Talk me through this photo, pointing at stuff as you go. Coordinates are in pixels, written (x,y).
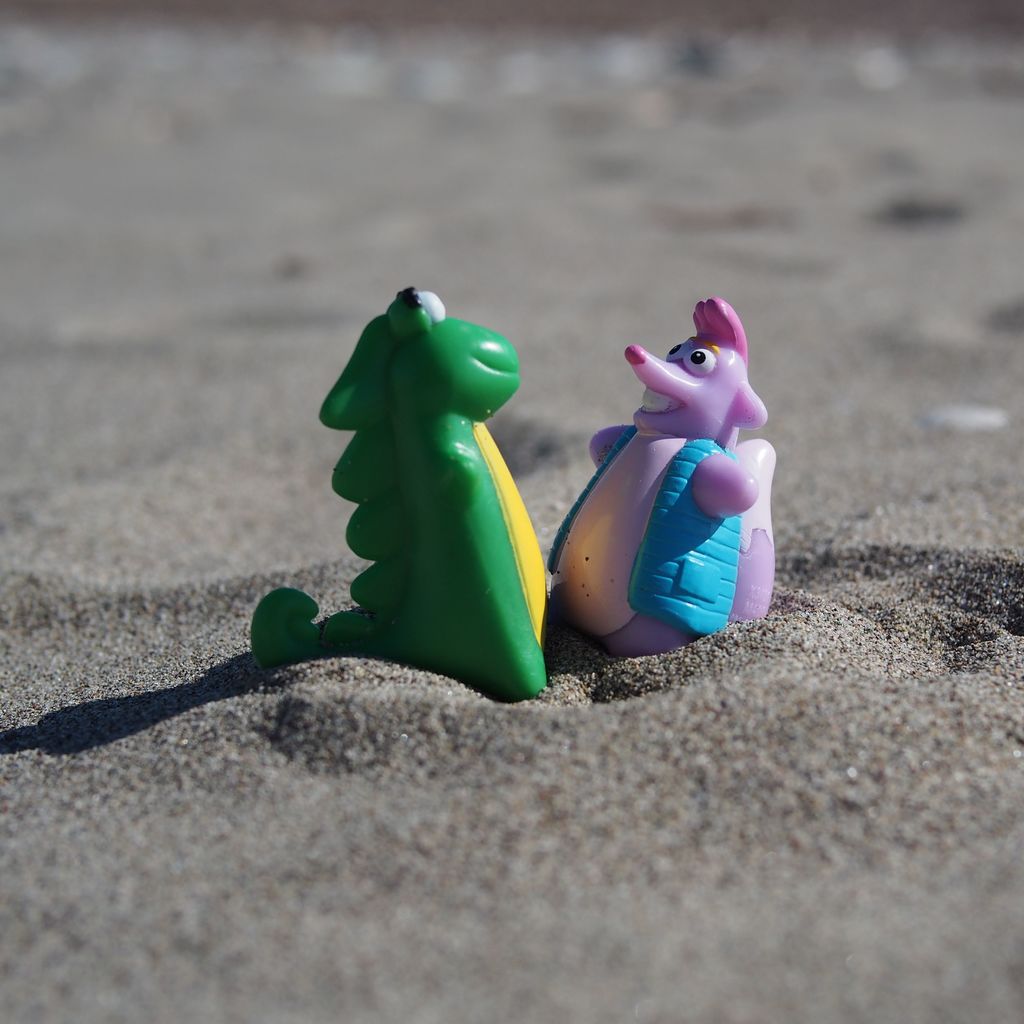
This image is taken outdoors. At the bottom of the image (449,744) there is sand (261,711) on the ground (714,716). In the middle of the image (422,626) there are two toys (584,490) in the sand (581,476).
